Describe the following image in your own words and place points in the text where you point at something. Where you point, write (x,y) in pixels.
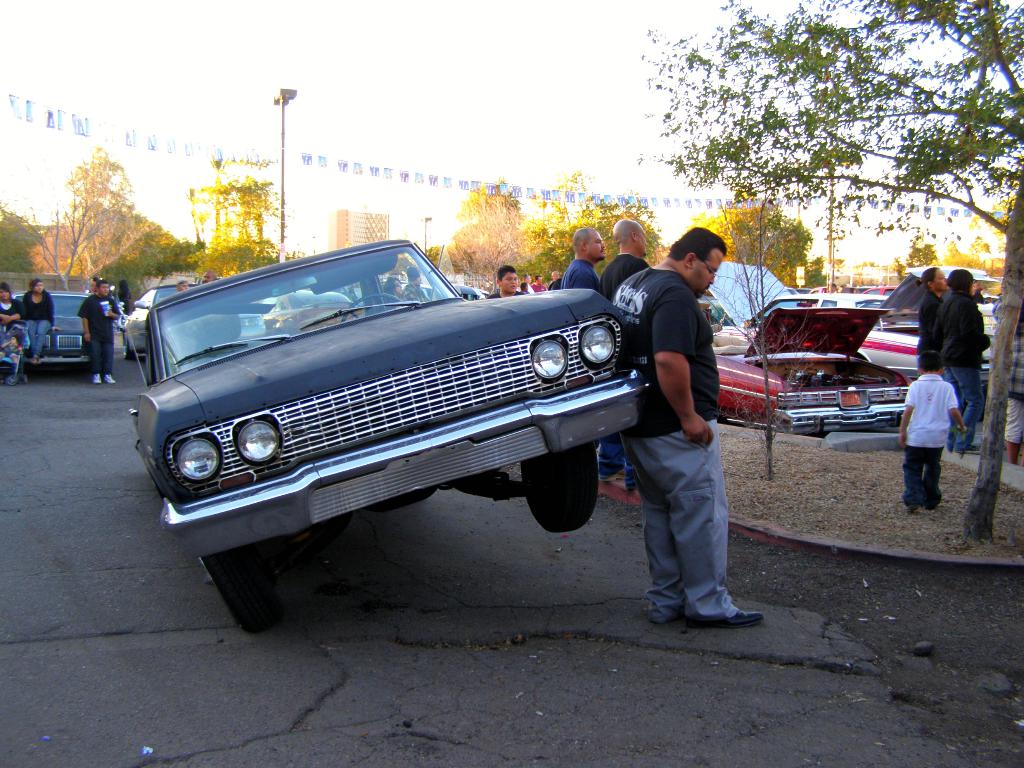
There are vehicles (53,345) and few persons (675,468) on the road (995,707). Here we can see trees (567,226), poles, flags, and buildings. In the background (578,127) there is sky (646,145).
